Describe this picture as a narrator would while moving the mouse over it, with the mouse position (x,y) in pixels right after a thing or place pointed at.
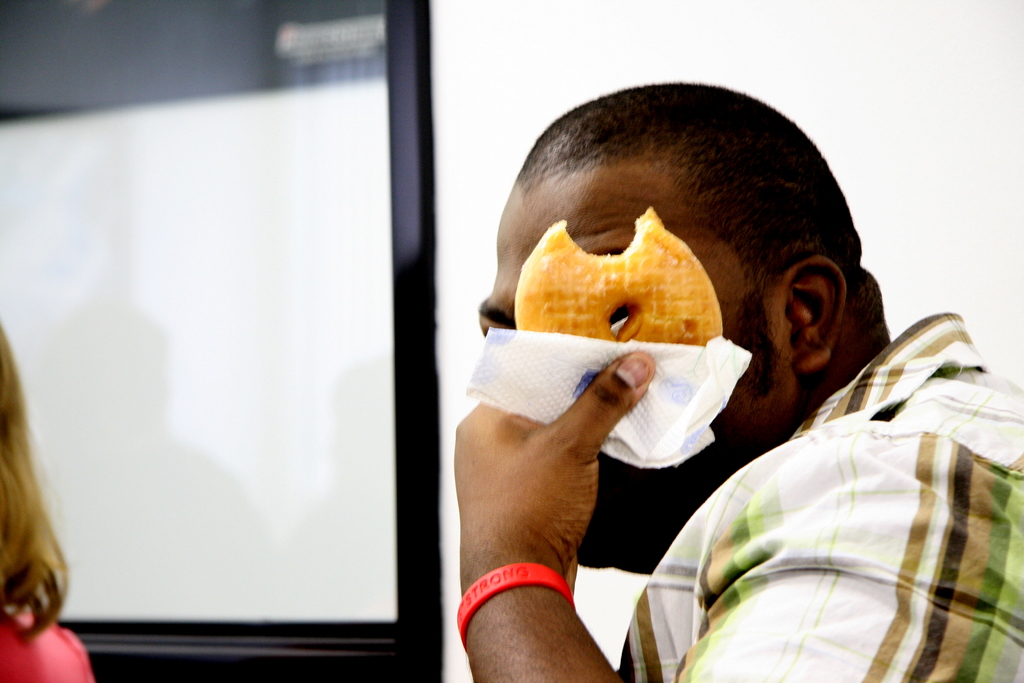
In the foreground of the picture (915,399) there is a man (794,344) holding a doughnut (667,320) and tissue (558,370). On the left (22,548) there is a person (36,617). In the background (319,120) there is a mirror (302,186) and wall (696,29) painted white.
